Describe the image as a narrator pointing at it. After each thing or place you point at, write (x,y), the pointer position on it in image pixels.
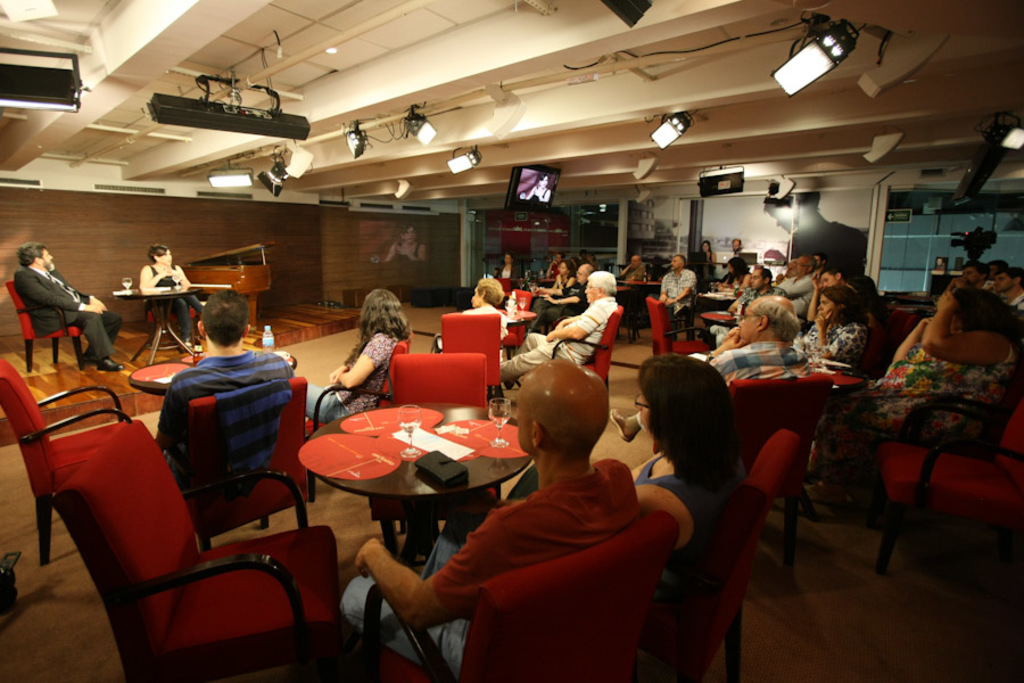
This Picture shows a group of people (958,355) seated on the chairs (592,366) and we see few glasses (496,408) on the table (456,410) and we see a woman (175,309) speaking with the help of a microphone (178,270) and a man (43,293) seated on the side on a chair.
